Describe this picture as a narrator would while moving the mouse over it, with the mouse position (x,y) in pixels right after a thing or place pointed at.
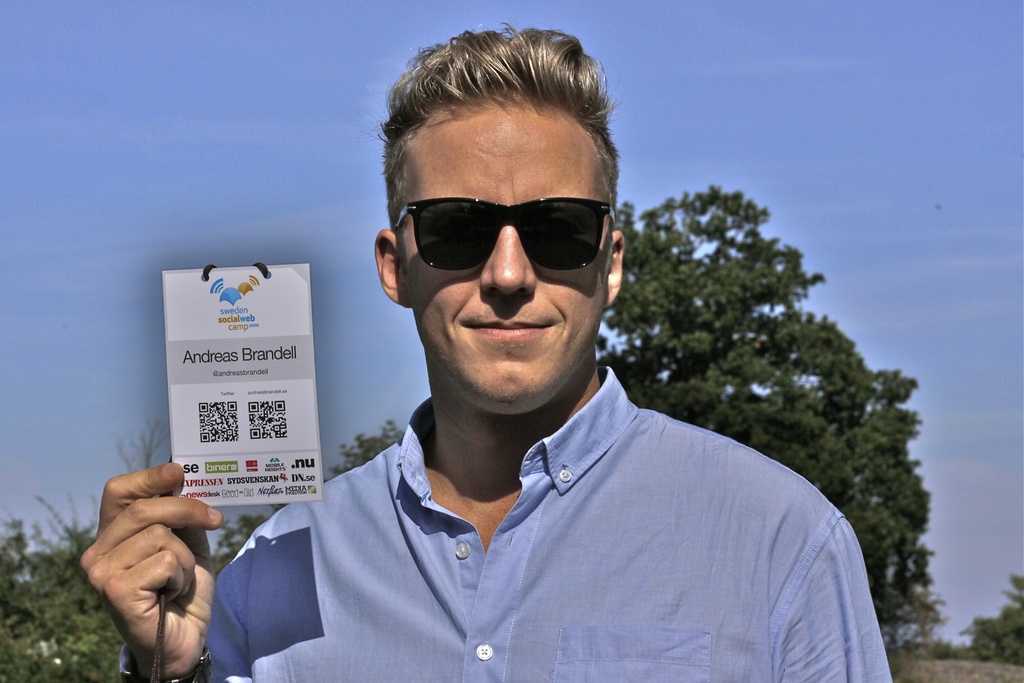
In the center of the image (520,398) we can see a man (547,237) standing and holding a card (296,407). In the background (840,452) there are trees (56,583) and sky (825,99).
